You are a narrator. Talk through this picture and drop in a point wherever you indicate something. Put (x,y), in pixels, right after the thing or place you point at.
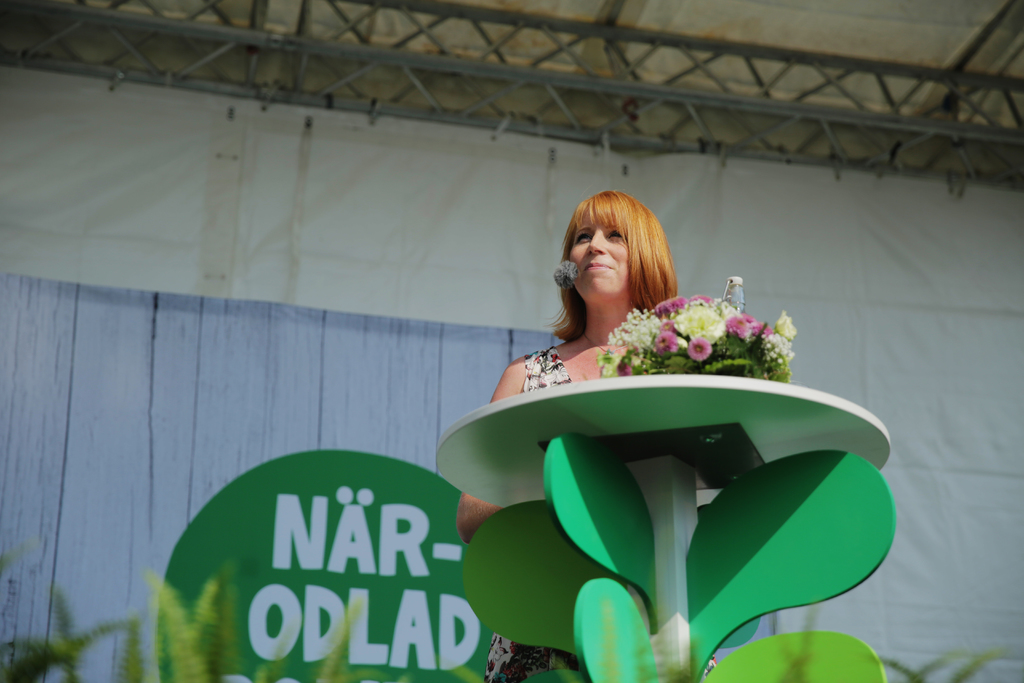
In this picture we can see a women (552,350) standing near to the table (625,391) and smiling. On the table (662,394) we can see flower bouquet (727,370). On the background (279,370) we can see a banner (310,419). In Front of the picture we can see plants (344,649).
